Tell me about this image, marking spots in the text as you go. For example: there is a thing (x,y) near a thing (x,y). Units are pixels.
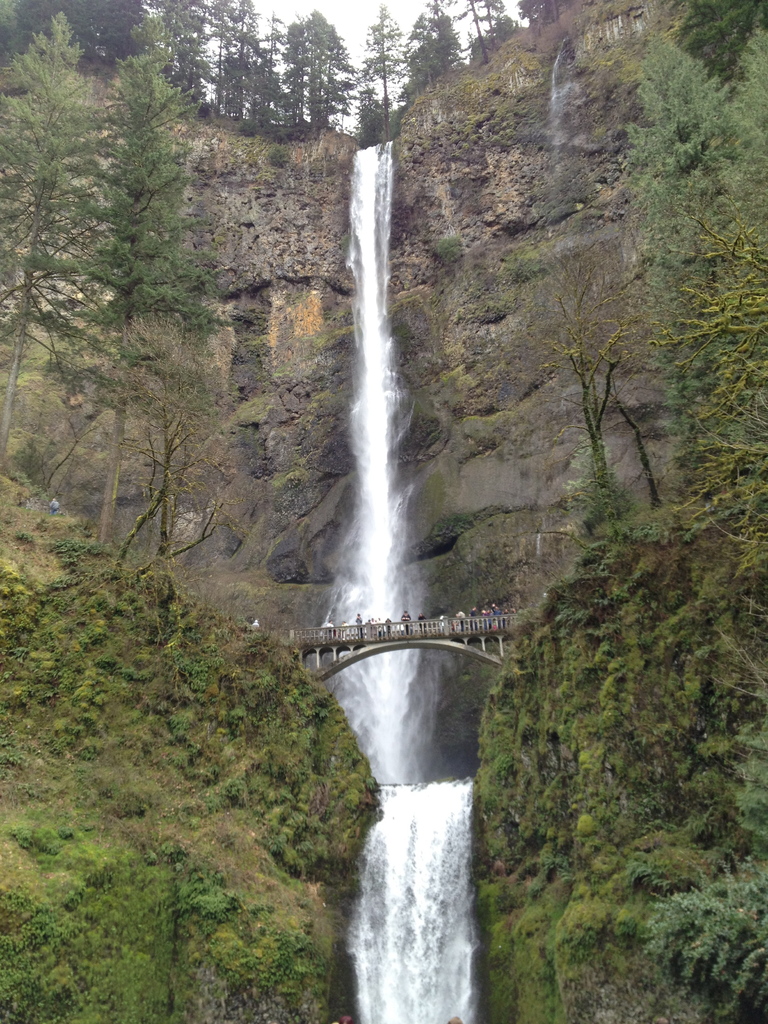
In the center of the image (459,614), we can see people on the bridge (313,647) and in the background (259,374), there are trees (7,150), hills (242,260) and we can see waterfalls (380,354).
